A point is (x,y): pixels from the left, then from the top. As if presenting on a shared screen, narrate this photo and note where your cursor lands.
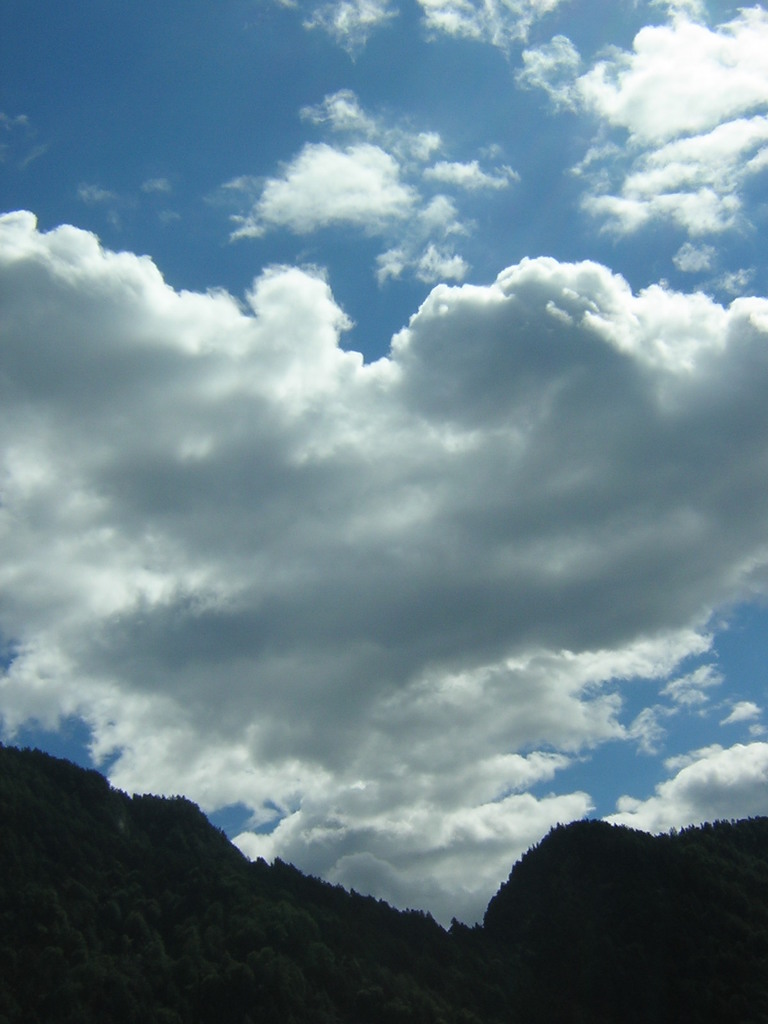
In this image we can see sky (185,412) with clouds (384,400) and hills (197,931).
